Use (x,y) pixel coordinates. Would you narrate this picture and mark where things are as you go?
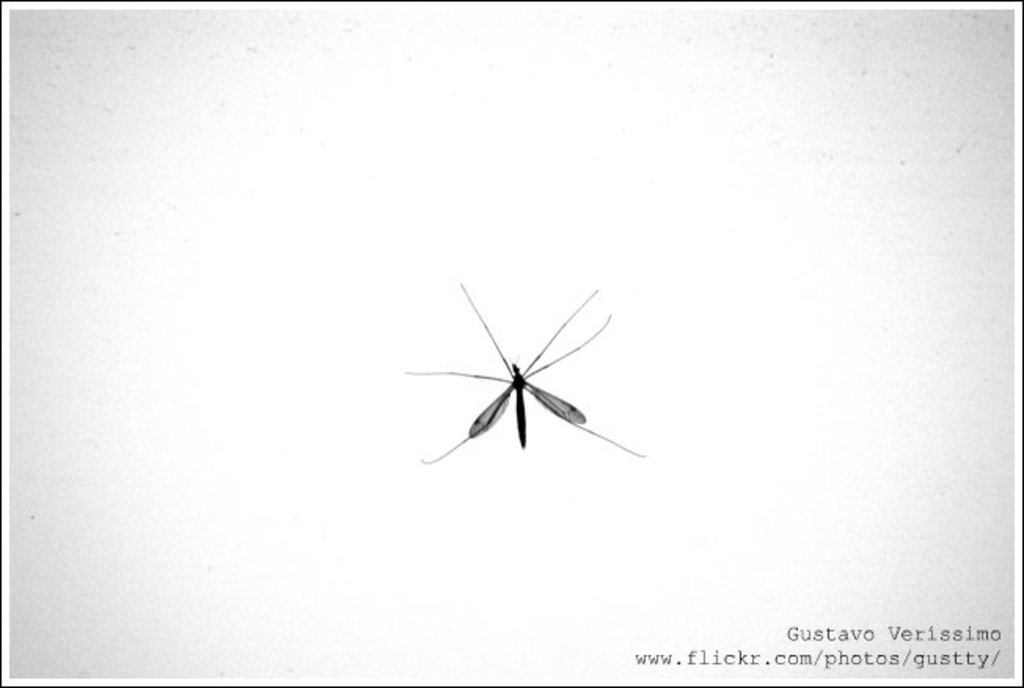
In the image there is a mosquito (569,417) on the wall (183,629), this seems to be a black and white picture.
